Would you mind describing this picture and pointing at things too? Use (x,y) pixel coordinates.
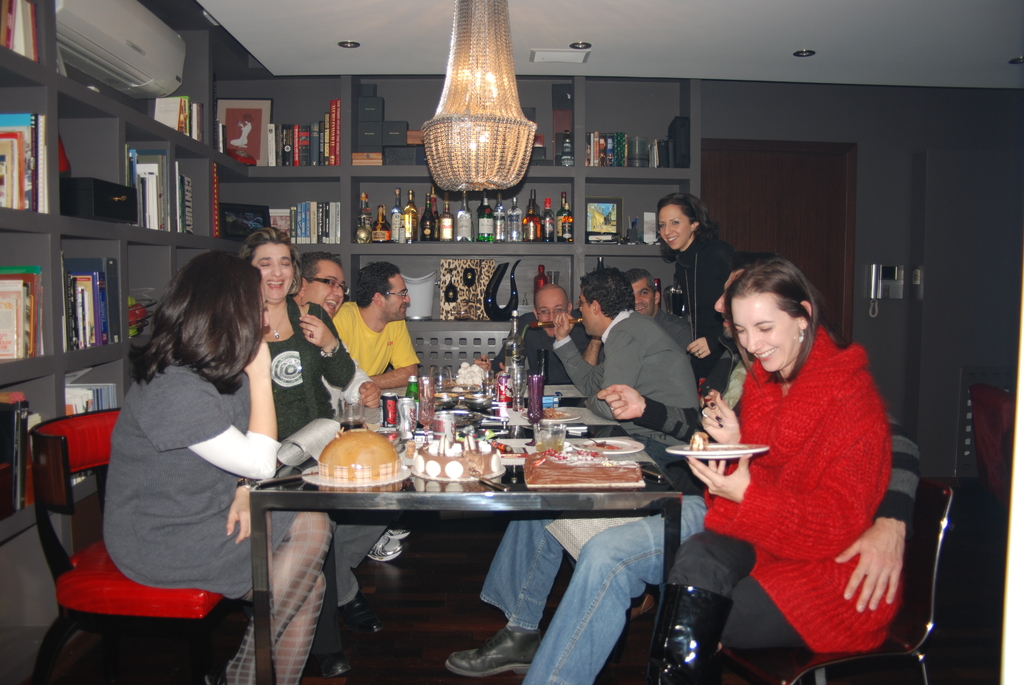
In this picture we can find a group of people (674,234) sitting on chairs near the table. On the table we can find some food items (442,455), with drinks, bottles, glasses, plates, in background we can find a shelf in shelf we can find a bottles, books (18,495), things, and just beside to racks (400,194) we can find door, wall (914,378), and the ceiling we find a lights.
